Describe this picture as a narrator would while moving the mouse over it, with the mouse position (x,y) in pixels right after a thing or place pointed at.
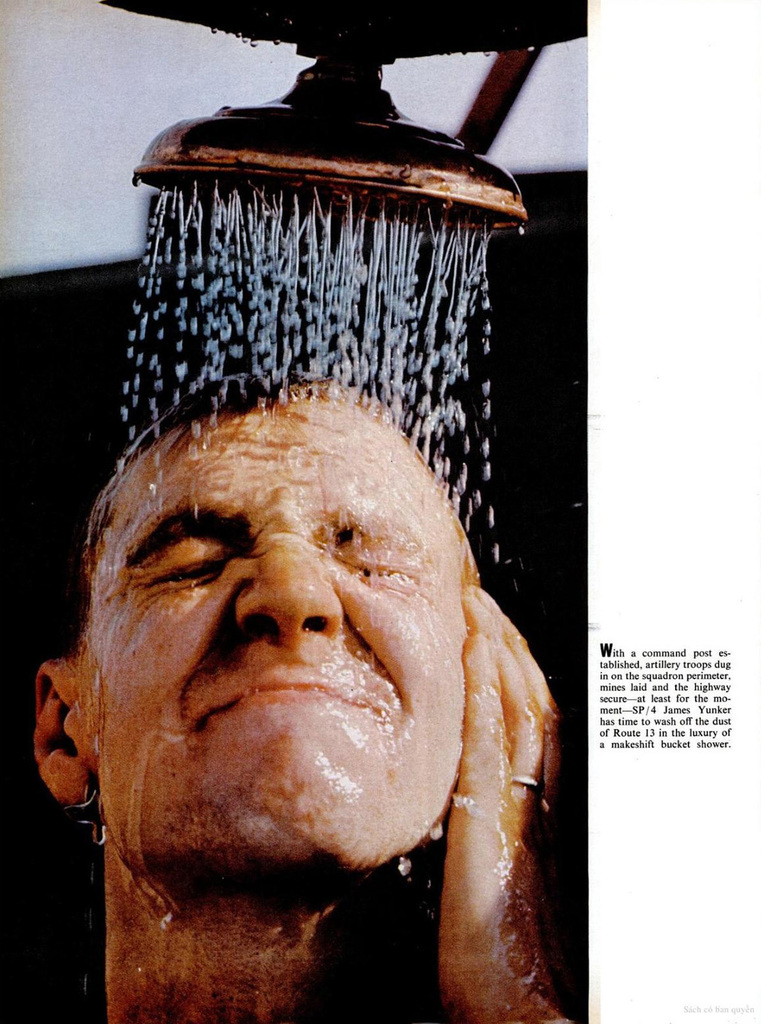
In this image I can see the person (403,787). On the top (258,199) I can see the shower (233,288). And there is a black and white background (24,74).
